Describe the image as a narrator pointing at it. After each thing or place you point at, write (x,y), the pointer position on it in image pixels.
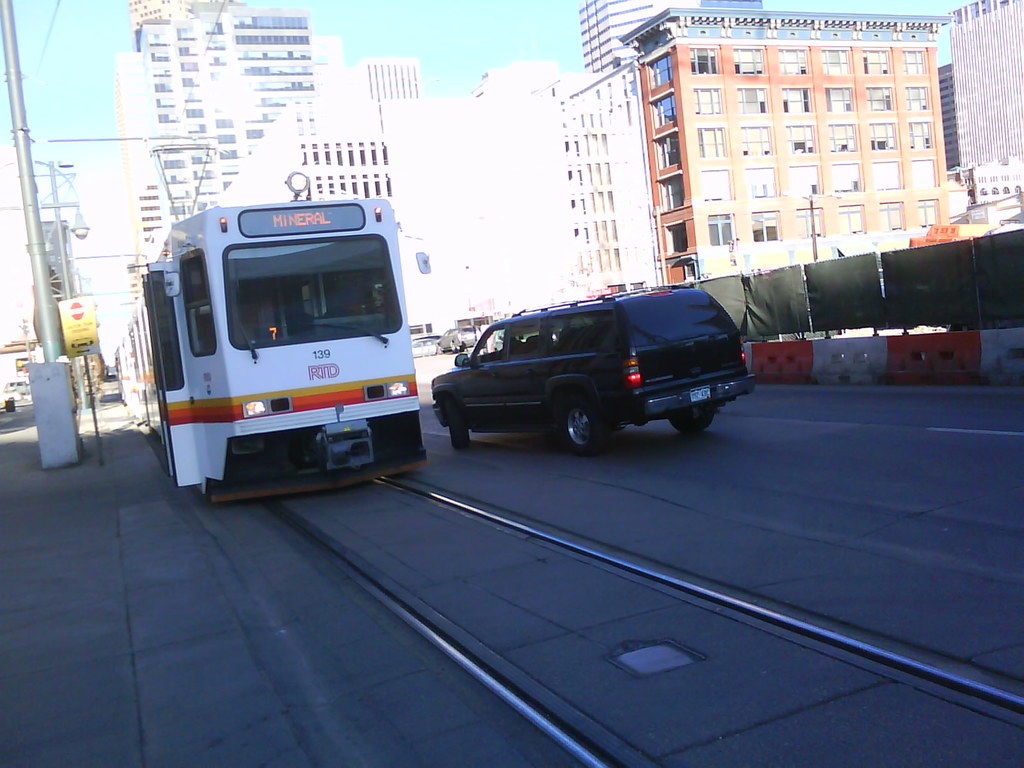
In the picture we can see a tram (331,344) and a car (709,370) are moving on the road (291,639). Here we can see the barriers (870,364), poles (41,440), boards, light poles (58,201), buildings (378,147) and the sky (102,132) in the background (434,131).
